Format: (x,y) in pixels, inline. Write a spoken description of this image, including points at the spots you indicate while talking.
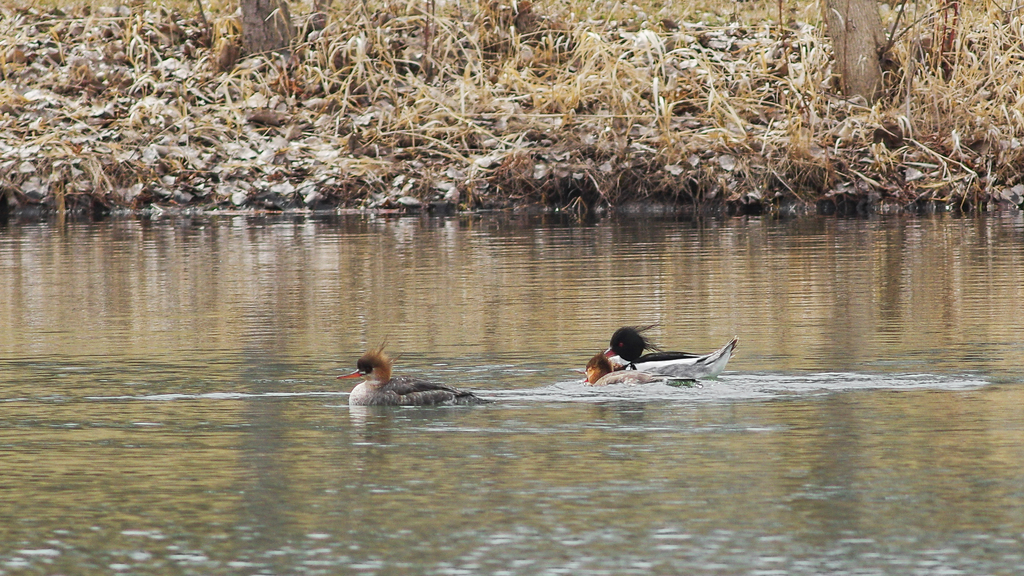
In this image I can see three ducks (612,361) are swimming in the water (572,454), at the top (173,145) there are dried leaves (645,69) and trees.
